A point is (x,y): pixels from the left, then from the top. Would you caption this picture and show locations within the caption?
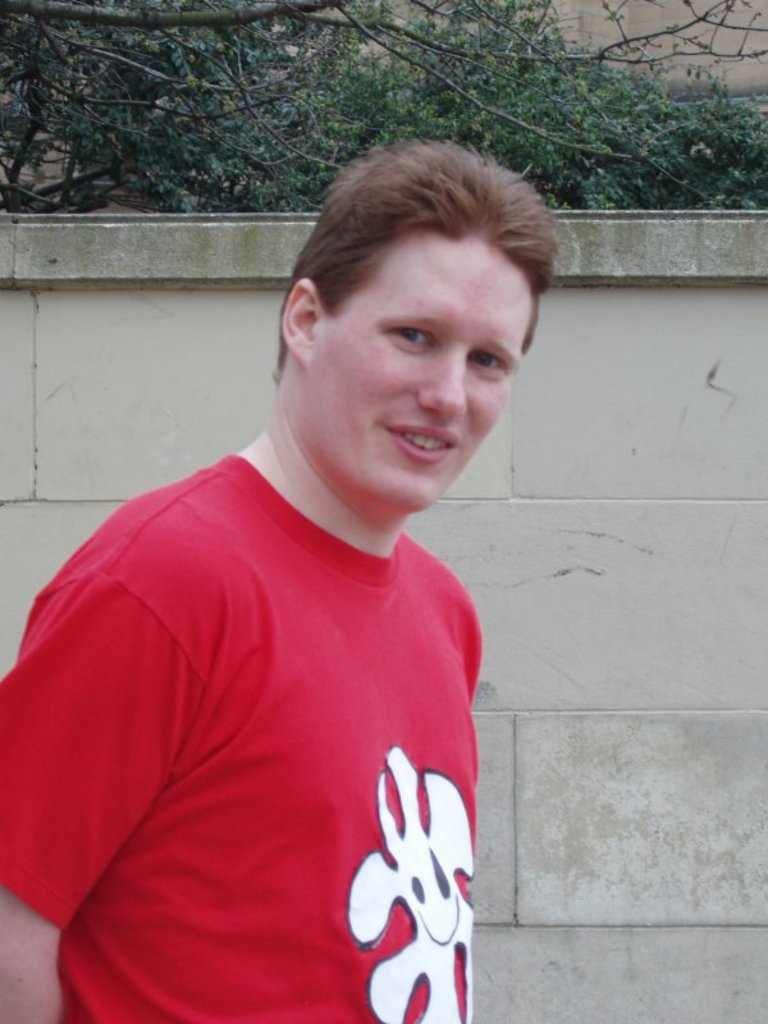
Here we can see a man (395,541) is standing at the wall (79,385). In the background (79,385) there are trees (383,107) and wall (607,24).
